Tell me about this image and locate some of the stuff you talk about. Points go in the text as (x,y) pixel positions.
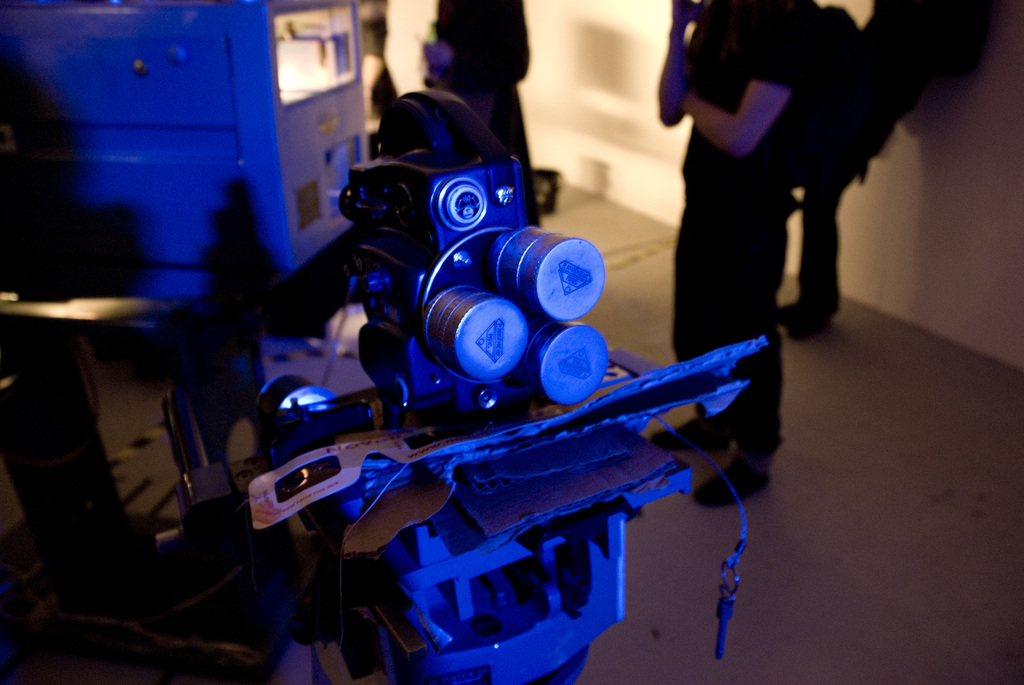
On the right side (814,185), there are persons (834,91) standing on the floor (841,473). In front of them, there are machines (376,406). In the background (630,178), there is wall (985,100).
